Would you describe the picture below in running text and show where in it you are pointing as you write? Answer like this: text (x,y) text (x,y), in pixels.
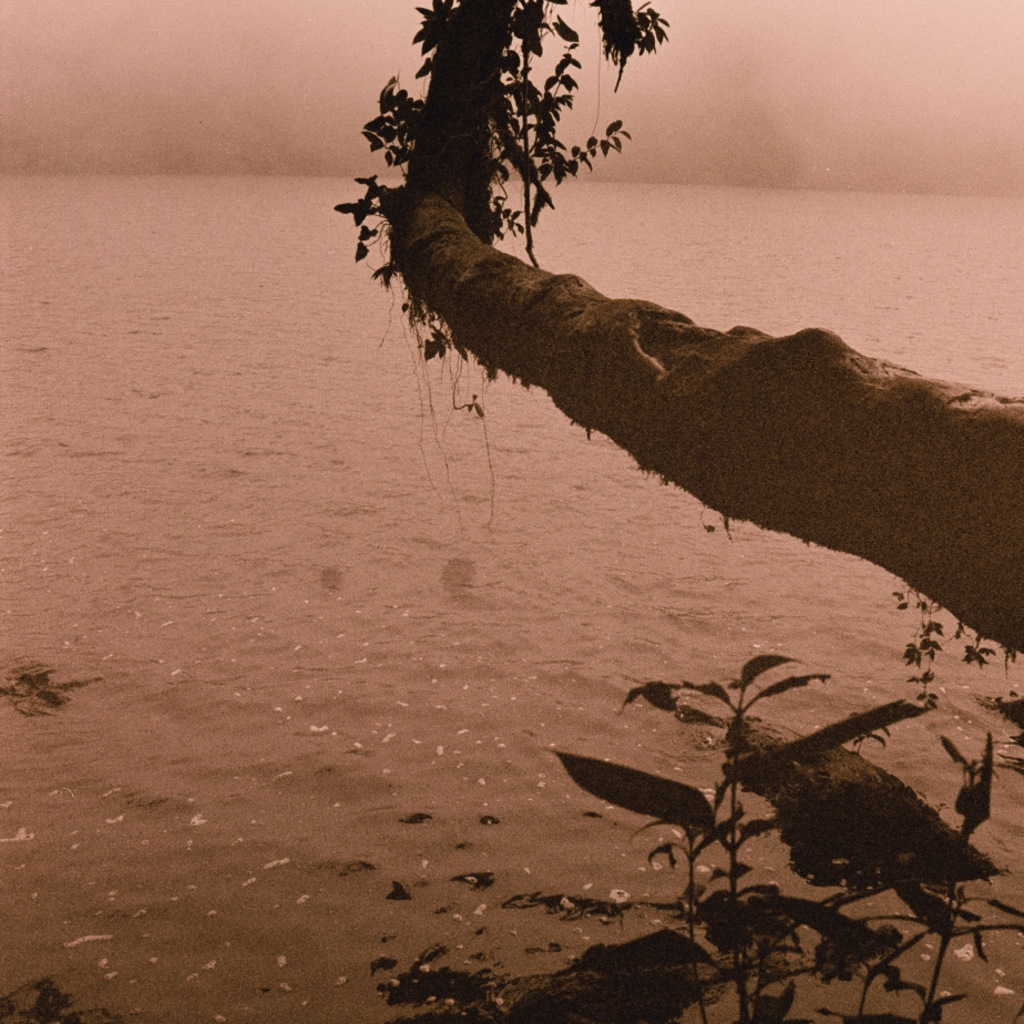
In this image we can see branch (498,86) of a tree (683,375), plants (710,926), water (488,632) and the sky (166,87) in the background (259,327).
